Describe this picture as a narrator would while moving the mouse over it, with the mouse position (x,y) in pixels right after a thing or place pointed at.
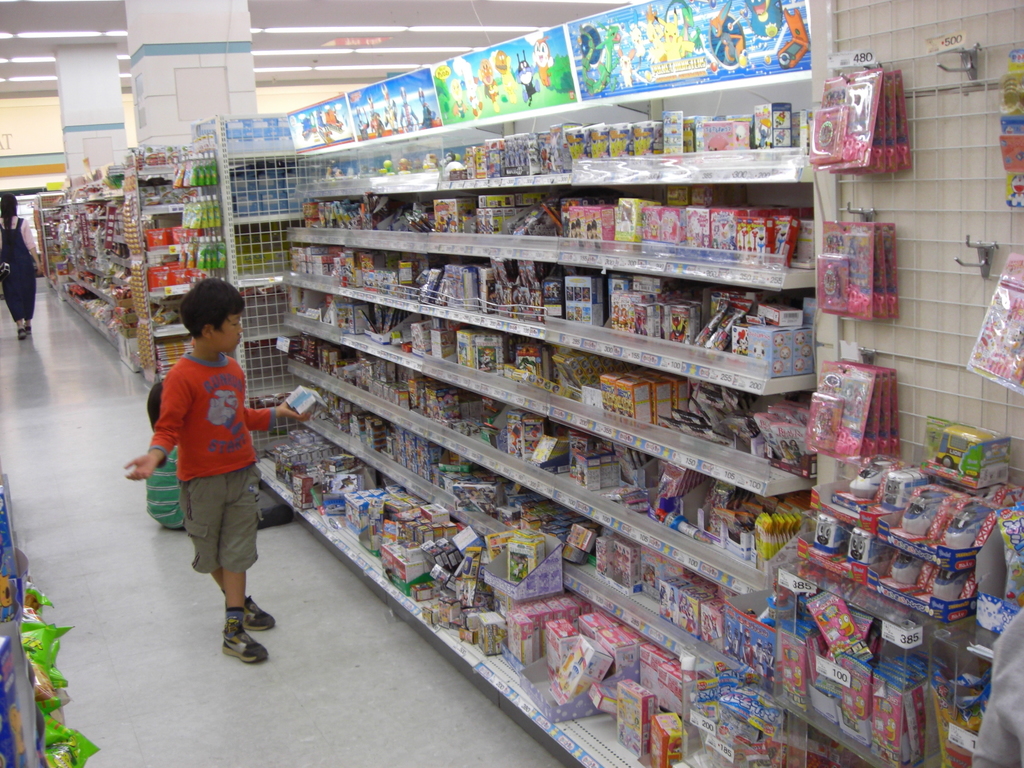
There are few objects (616,459) placed in racks (482,252) and there are two kids (205,400) in front of it and there is a person (17,258) in the left corner (11,255).
